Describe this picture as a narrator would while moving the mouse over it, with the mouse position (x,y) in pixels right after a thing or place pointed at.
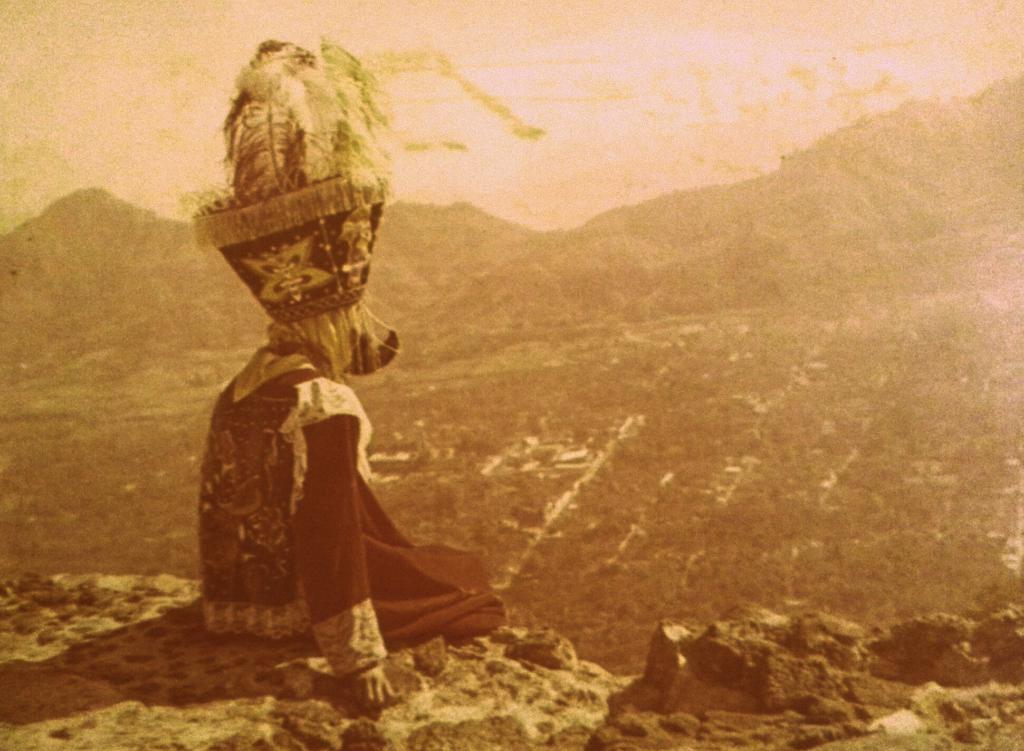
In this picture, we can see a person (214,458) sitting, and we can see the ground (275,723), mountains (520,268), and the sky (564,181).
